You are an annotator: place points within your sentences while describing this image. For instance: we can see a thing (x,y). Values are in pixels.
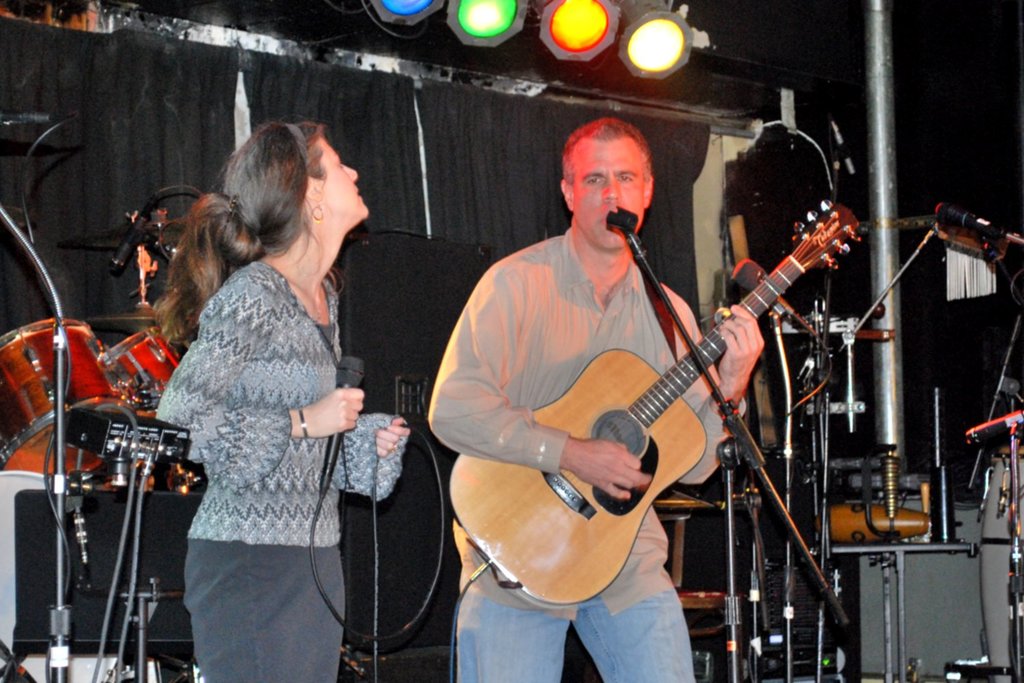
In this image I can see a man (636,142) and a woman (289,226) are standing. I can see he is holding a guitar (630,367) and she is holding a mic (350,365). In the background (787,302) I can see a drum set (81,359), few mics (787,302) and few lights (635,50).
